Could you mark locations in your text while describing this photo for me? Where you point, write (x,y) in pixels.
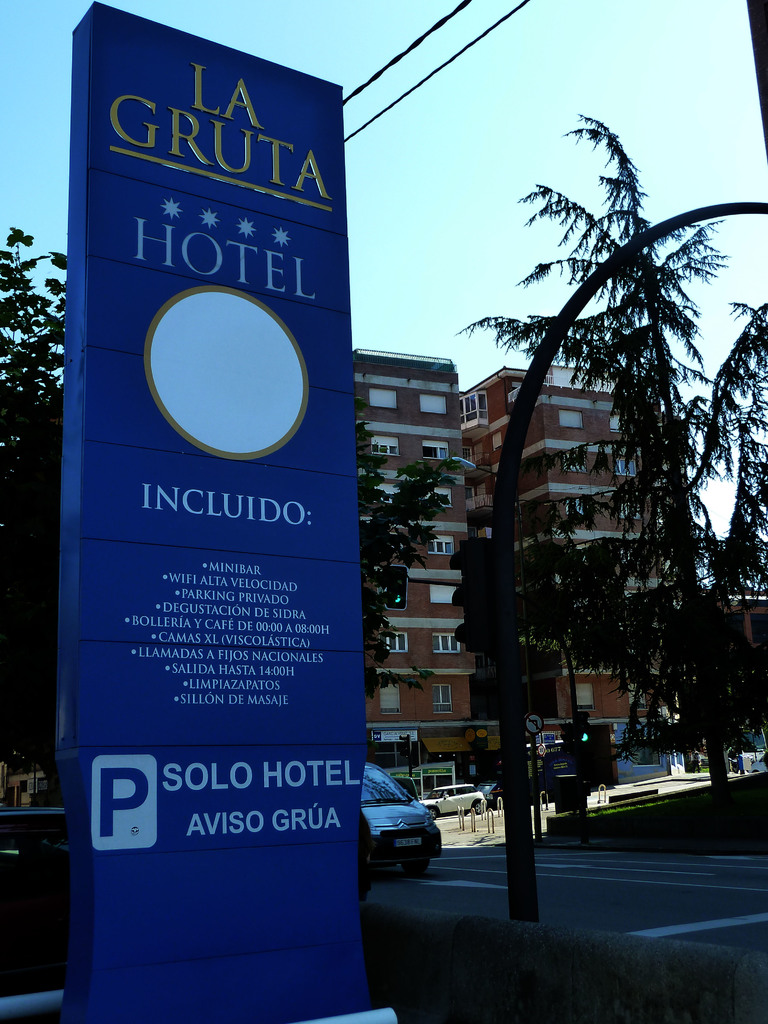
In this picture we can see the sky (603,98), buildings (475,517), trees (641,458). We can see the vehicles (444,791), sign board (551,754), poles (519,711) and wires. This picture is mainly highlighted with a hoarding (182,895).
